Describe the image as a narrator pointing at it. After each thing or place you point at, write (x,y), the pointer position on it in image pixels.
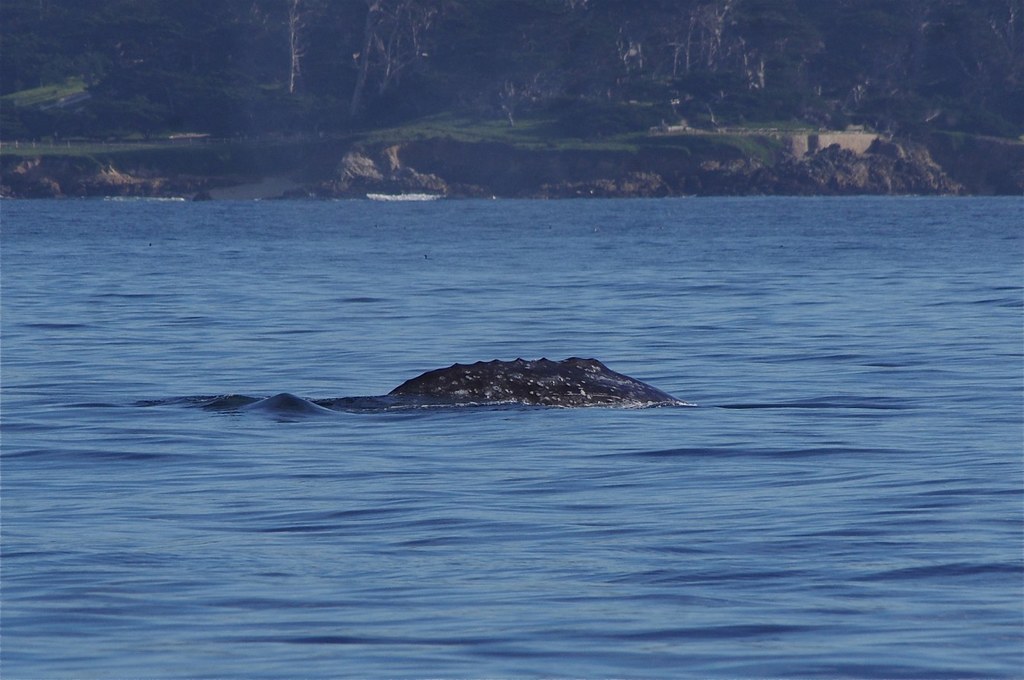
In this picture we can see water (643,566) at the bottom (676,564), it looks like a whale (532,387) in the water (659,566), in the background (223,53) we can see some trees (567,125) and grass (462,115).
